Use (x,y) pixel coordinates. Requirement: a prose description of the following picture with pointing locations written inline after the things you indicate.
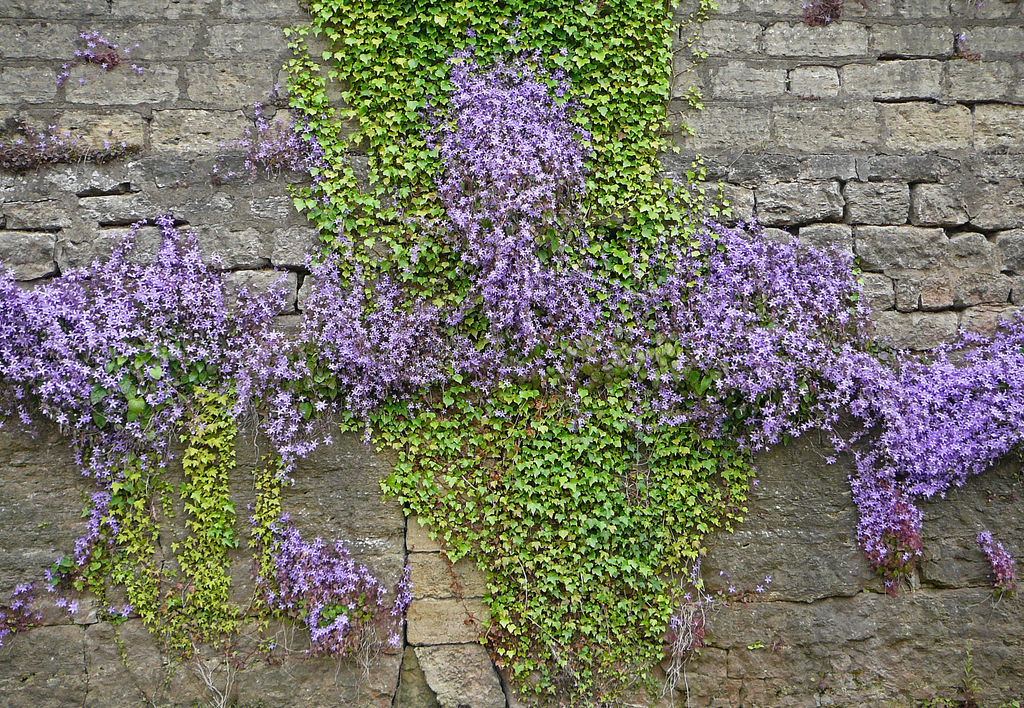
There are bellflower plants (530,302) on a stone wall (879,155).
